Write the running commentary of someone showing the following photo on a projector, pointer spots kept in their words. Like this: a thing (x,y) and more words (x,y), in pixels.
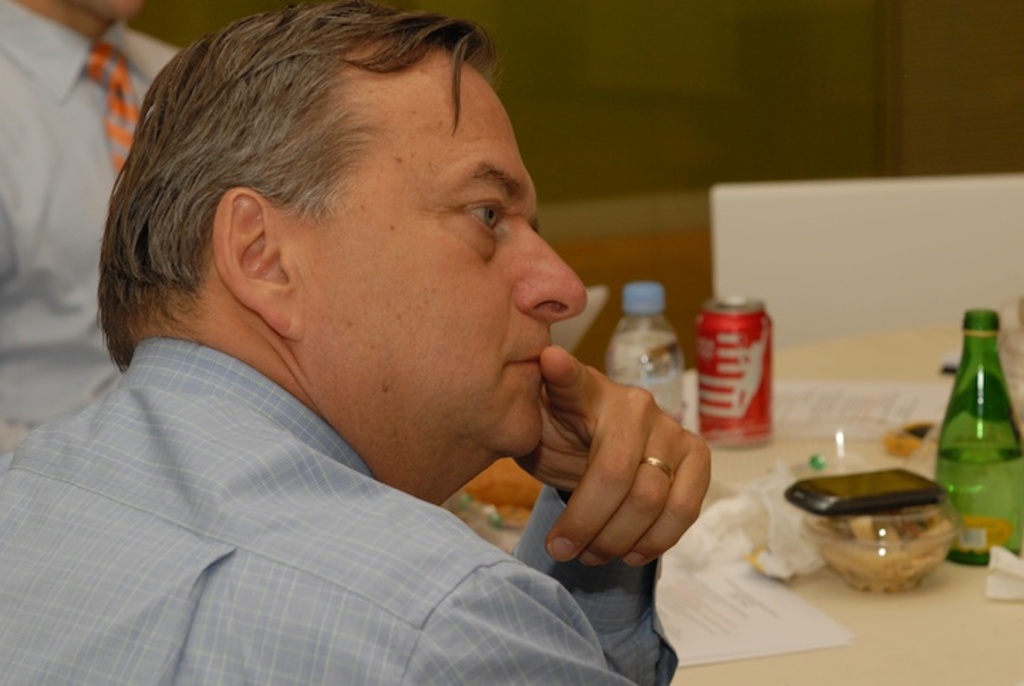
In this image I can see a person (282,521) is in front of the table (938,594). On the table (938,573) there is a mobile (806,486), bottles (946,435), tin (768,387) and the papers (865,382). To the left (21,142) there is another person (51,178) standing.
